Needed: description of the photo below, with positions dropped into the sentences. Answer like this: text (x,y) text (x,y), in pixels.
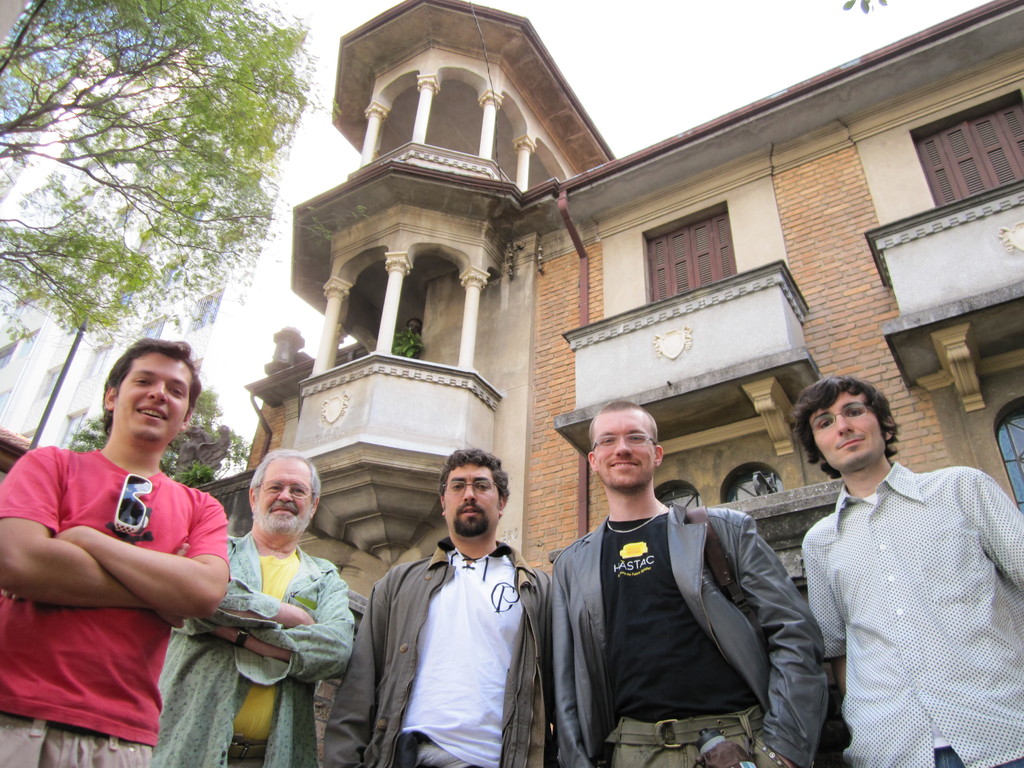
In this image I can see the group of people (315,563) standing and wearing the different color dresses (446,638). These people (296,613) are standing in-front of the building (560,505). To the side of the building (405,413) I can see many trees (144,204). In the back (771,48) there is a white sky (707,78).
